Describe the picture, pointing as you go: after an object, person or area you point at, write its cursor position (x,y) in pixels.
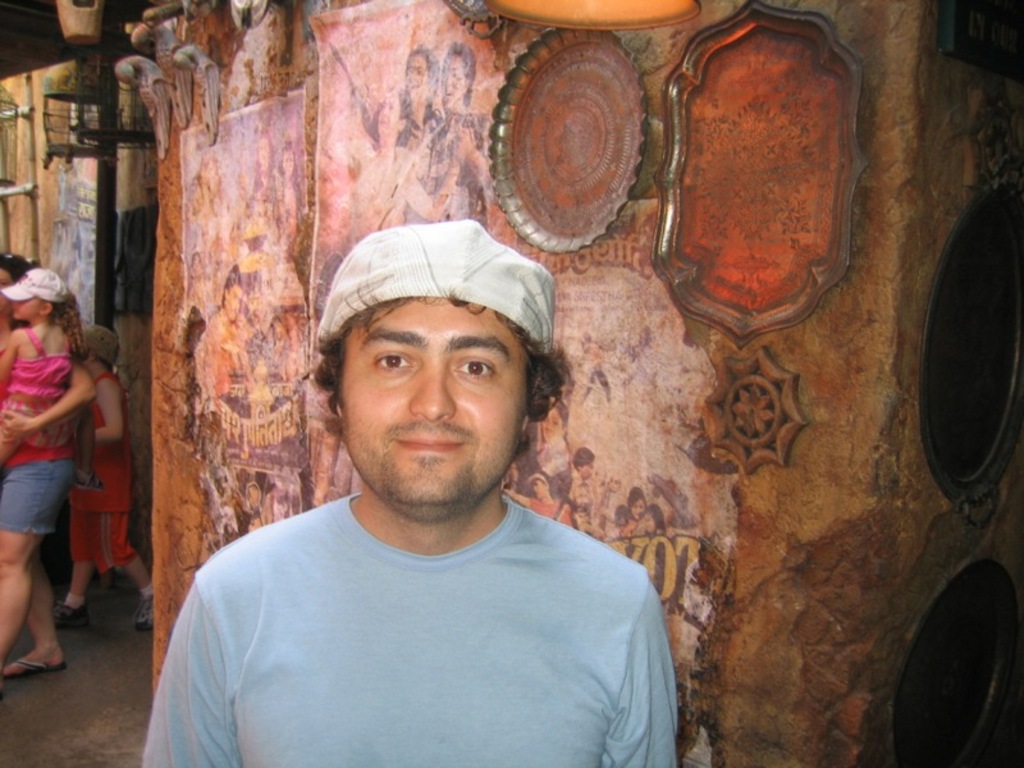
In this image we can see a man (377,664) who is wearing light blue color t-shirt (373,575) and cap (468,269). Behind him wall (774,490) is there. On wall (187,504) frames (738,171) and things (678,110) are attached. Left side of the image (22,508) one lady (31,497) is there, she is carrying a girl (51,346) in her hand (39,415) and one boy (110,454) is present. Behind the pole (101,242) is present.
